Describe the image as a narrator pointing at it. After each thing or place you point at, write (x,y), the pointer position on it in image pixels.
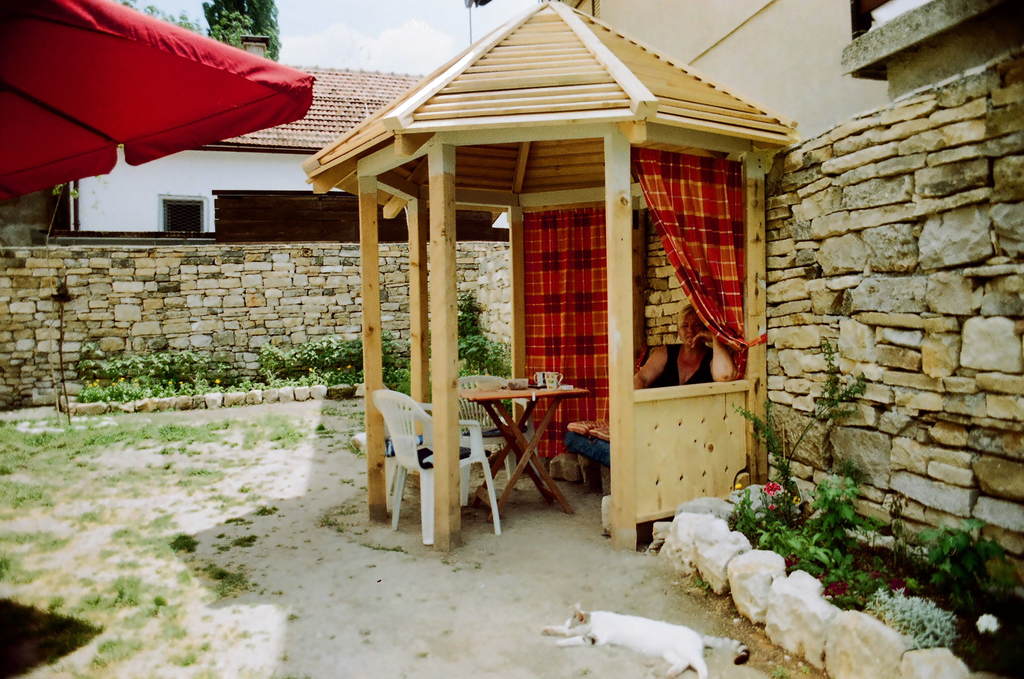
In this image there is hut (599,173), in that hut (580,173) there is a table (511,388) around the table (530,399) there are chair (480,429) a man (672,374) sitting in the hut (628,402), around the hut (636,421) there is wall (775,342), behind the wall (789,192) there is house (250,161), in the left (97,105) there is an umbrella (79,73).
